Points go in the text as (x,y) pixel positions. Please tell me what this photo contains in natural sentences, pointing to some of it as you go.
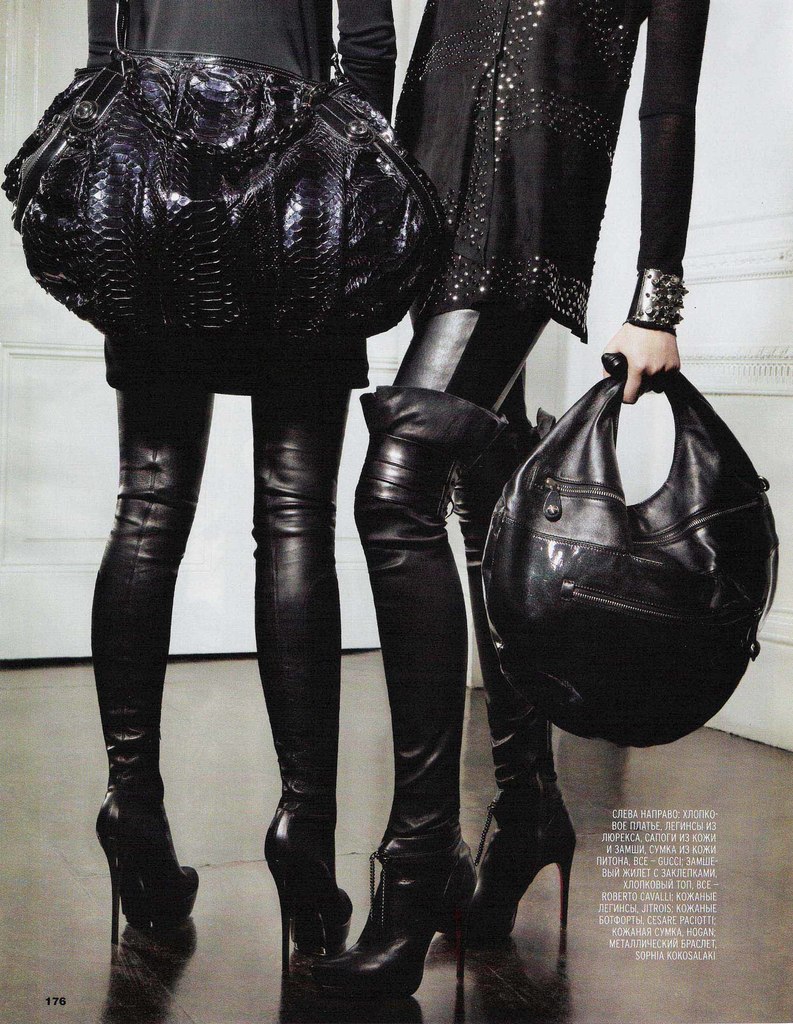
There are two women (242,337) wearing black dress (347,365) and holding black bag (564,690) in their hands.
